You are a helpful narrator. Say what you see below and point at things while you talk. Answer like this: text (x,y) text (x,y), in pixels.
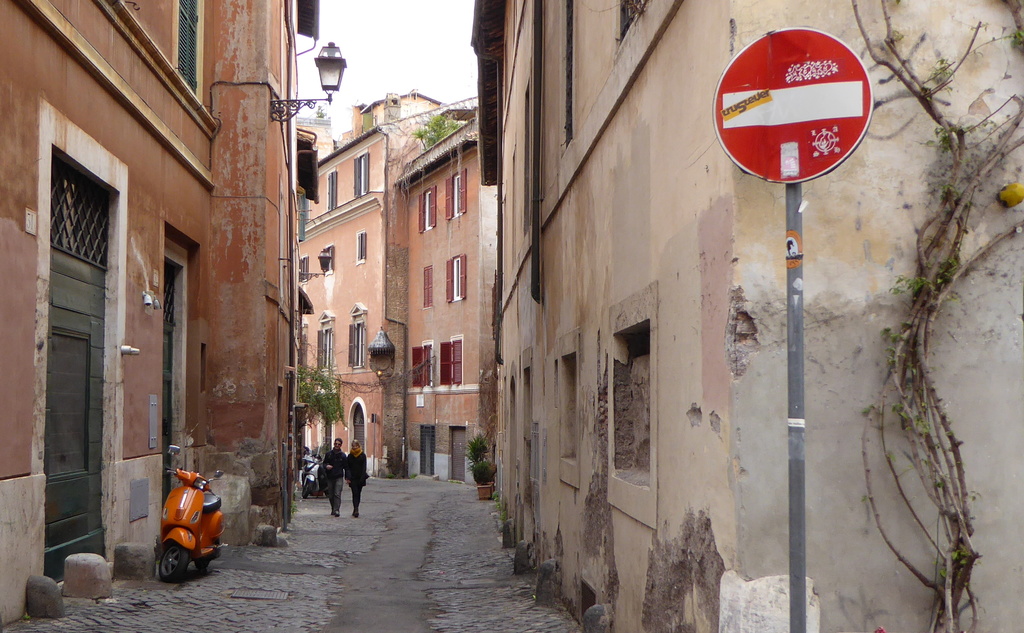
In this image we can see few buildings (386,270) and they are having many windows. There are two persons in the image. There are two vehicles (307,490) in the image. There are few house plants (434,124) in the image. There is a sky (349,70) in the image. There are doors (57,495) to the buildings (356,129) and few stones (131,575) in the image.
